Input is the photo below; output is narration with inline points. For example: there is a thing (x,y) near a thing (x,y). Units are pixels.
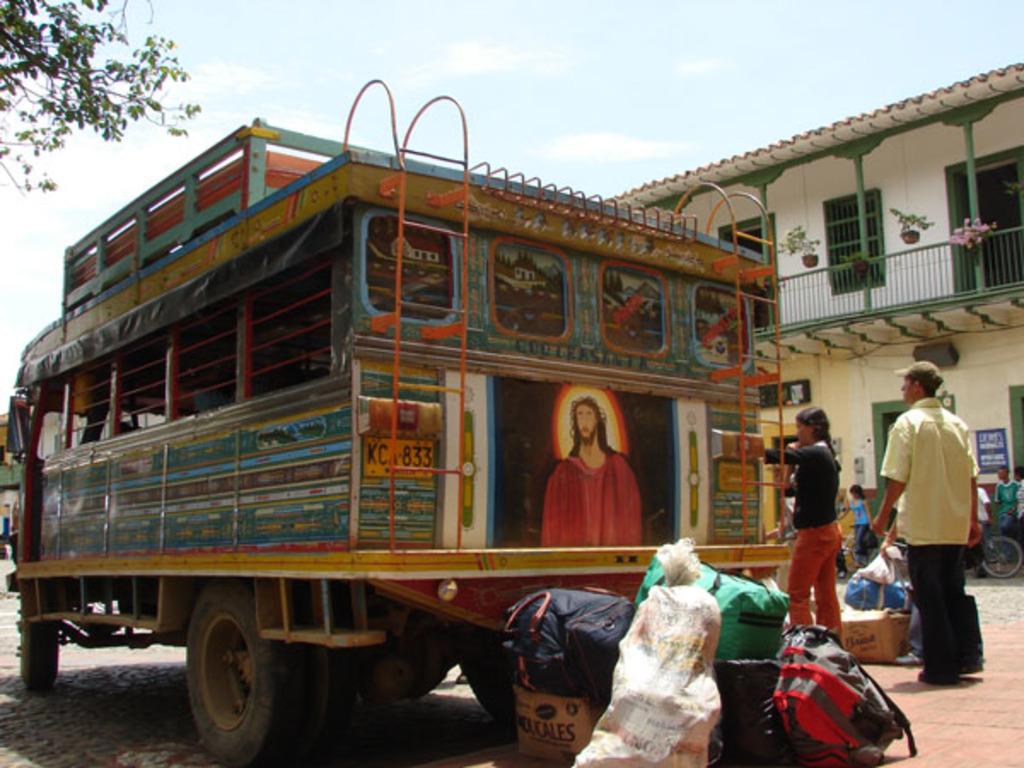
In this image we can see vehicles (611,520) on the road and there is luggage (798,630) placed on the floor (892,664). In the background (991,353) there is a building (854,160). On the left (68,76) there is a tree (97,42). We can see people (959,473). There is sky (536,76).
